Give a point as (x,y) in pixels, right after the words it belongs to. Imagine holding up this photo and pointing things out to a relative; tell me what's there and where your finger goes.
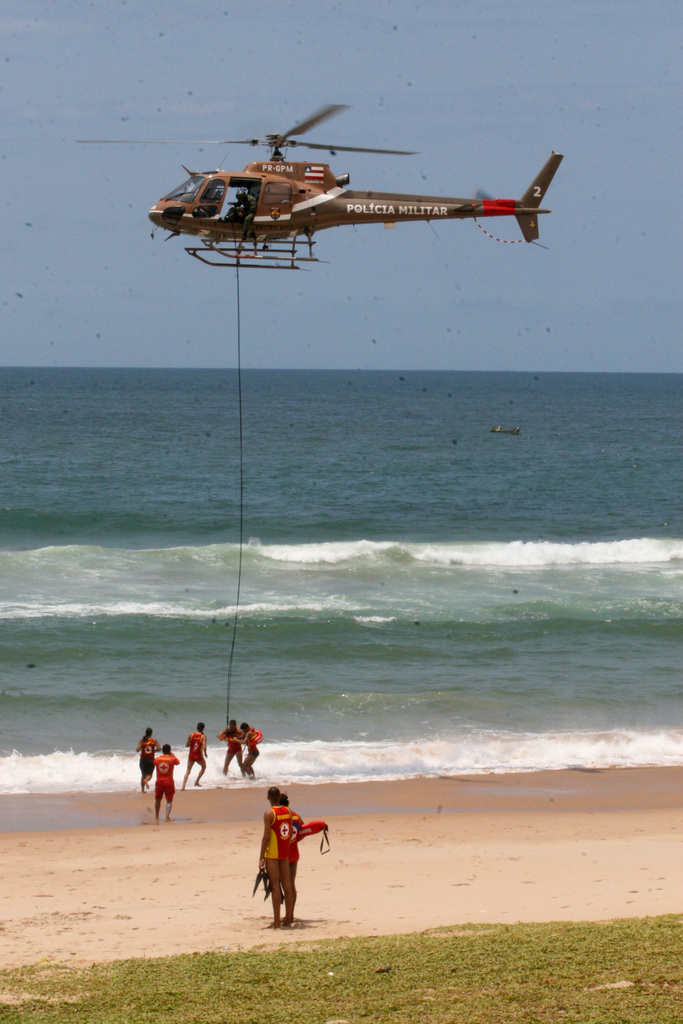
There is grass (261,992) on the ground (271,985). Beside this grass (260,959), there is a person (264,836) in red color t-shirt (270,836), holding an object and standing on a sand surface (320,906). In the background (237,737), there are persons (243,726) near tides (136,757) of the ocean (117,584). Beside them, there is a thread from an aircraft (284,214) which is in the air (239,159). In the background (438,95), there is blue sky (226,49).
